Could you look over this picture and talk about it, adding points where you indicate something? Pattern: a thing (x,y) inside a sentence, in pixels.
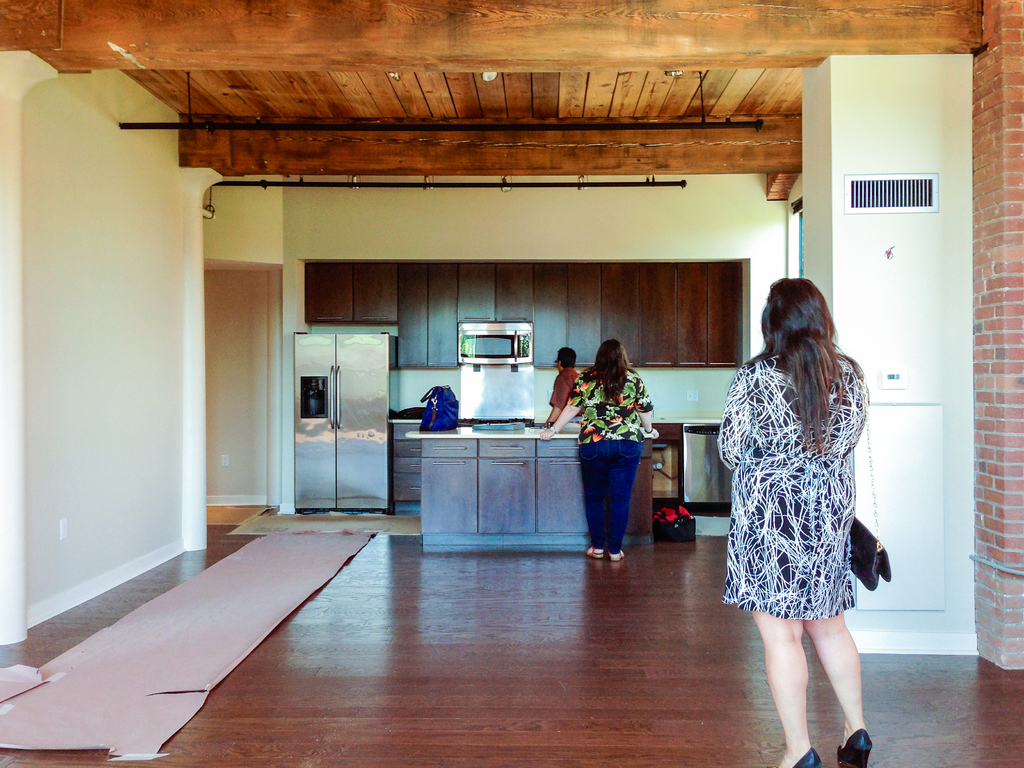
This picture is taken in a room (678,491). Towards the right (820,539), there is a woman (784,478) carrying a bag (860,535). Before her, there is another woman (585,452), she is standing beside the table (548,536). In the center (422,368), there is a fridge (342,378), oven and cabinets (424,487). On the top (564,63), there is a wooden ceiling (463,34). Towards the left (99,349) and right, there are walls (957,280).
